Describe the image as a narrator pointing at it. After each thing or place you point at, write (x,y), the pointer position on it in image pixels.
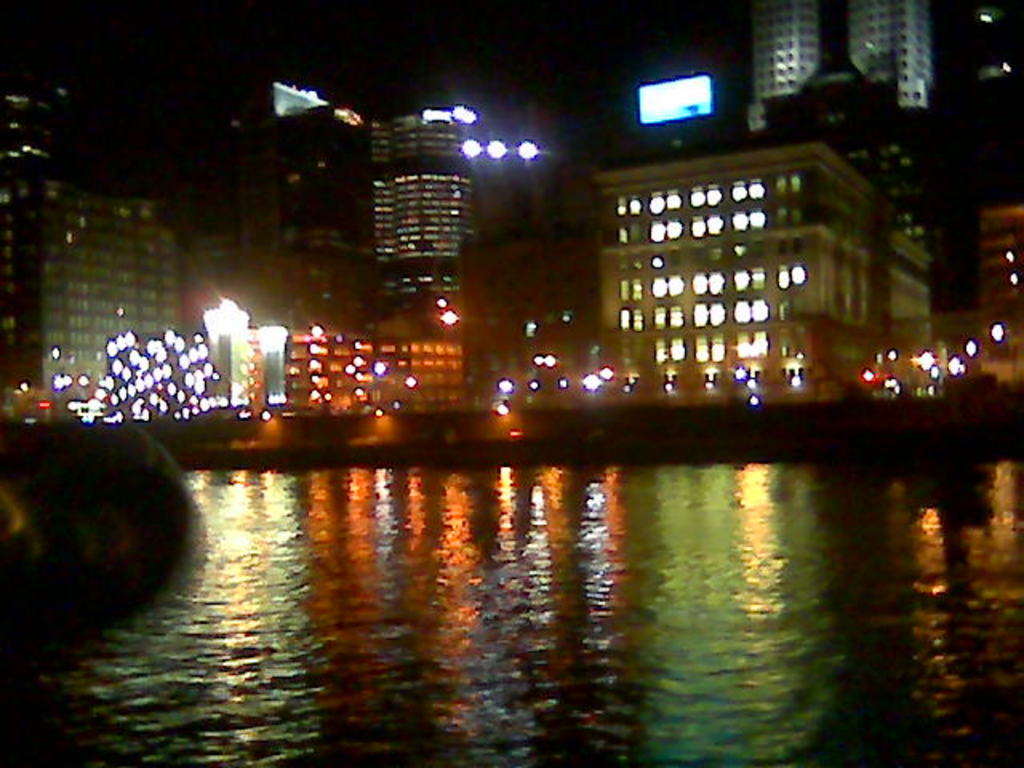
In this image in the center (659,511) there is water (450,527). In the background (395,303) there are buildings (248,280) and there are lights (748,307).
